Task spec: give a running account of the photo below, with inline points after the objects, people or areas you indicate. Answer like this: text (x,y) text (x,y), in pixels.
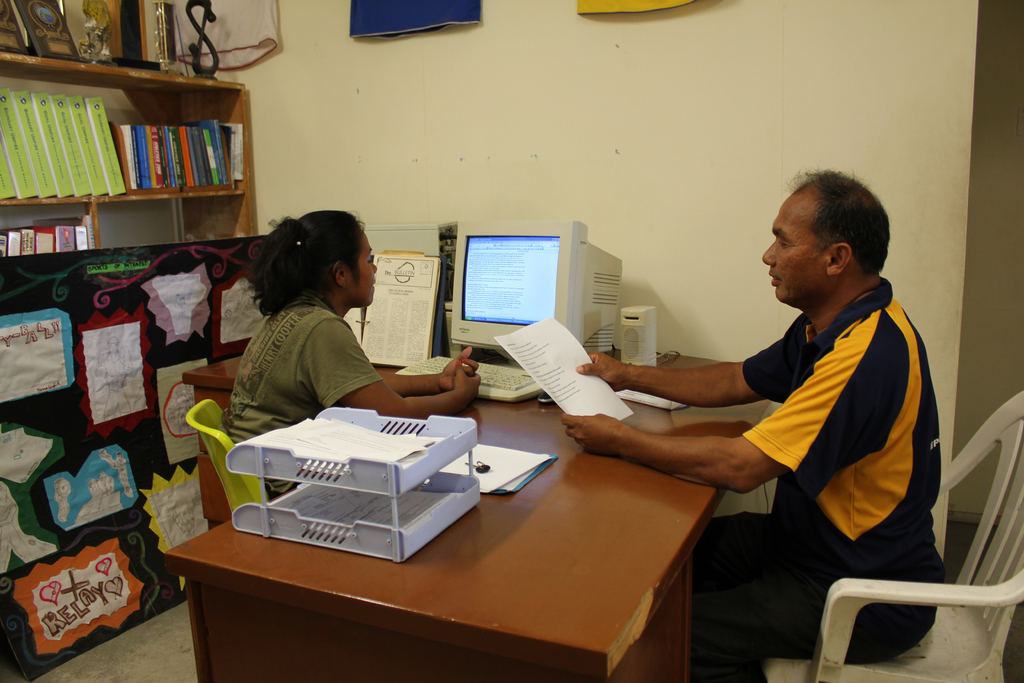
In this picture there is a man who is sitting in front of the lady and the lady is sitting near the system (591,271) and she is looking at the man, there are some papers (327,434) and documents (495,464) on the wooden desk (494,513) and the shelf (52,65) behind the lady (251,391) contains books (114,177) and files (102,184), there are trophies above the shelf (40,68).
